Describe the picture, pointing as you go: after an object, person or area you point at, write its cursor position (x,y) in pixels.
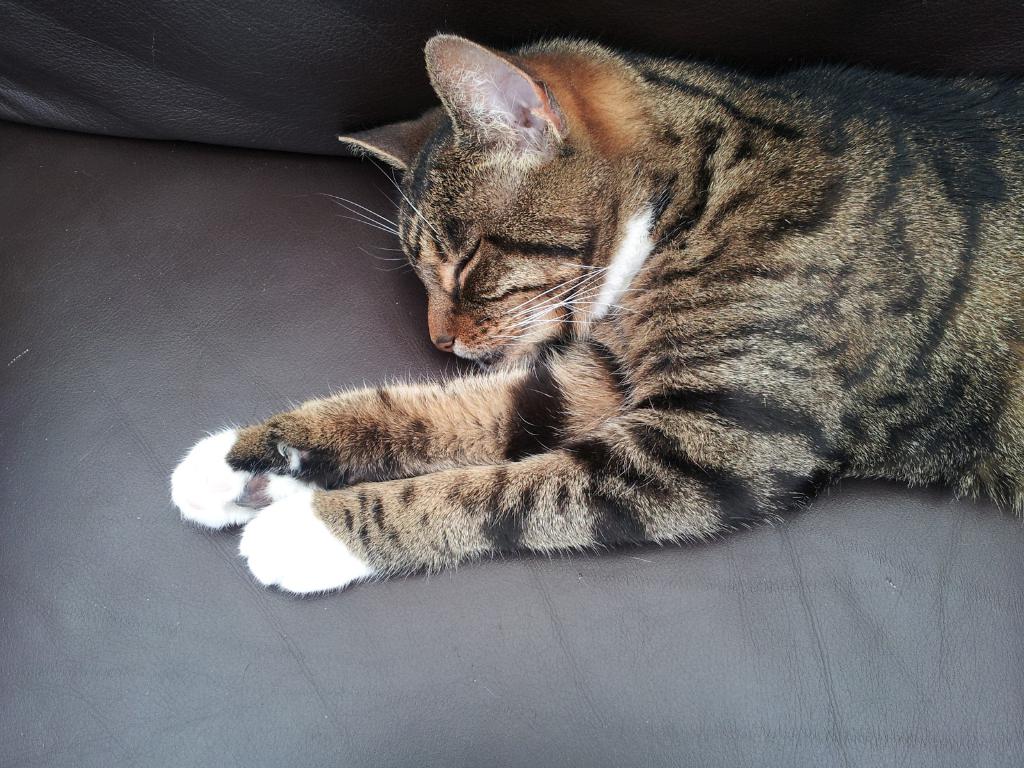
In this picture I can see there is a cat (841,264) lying on the couch (296,325) and it is sleeping.
